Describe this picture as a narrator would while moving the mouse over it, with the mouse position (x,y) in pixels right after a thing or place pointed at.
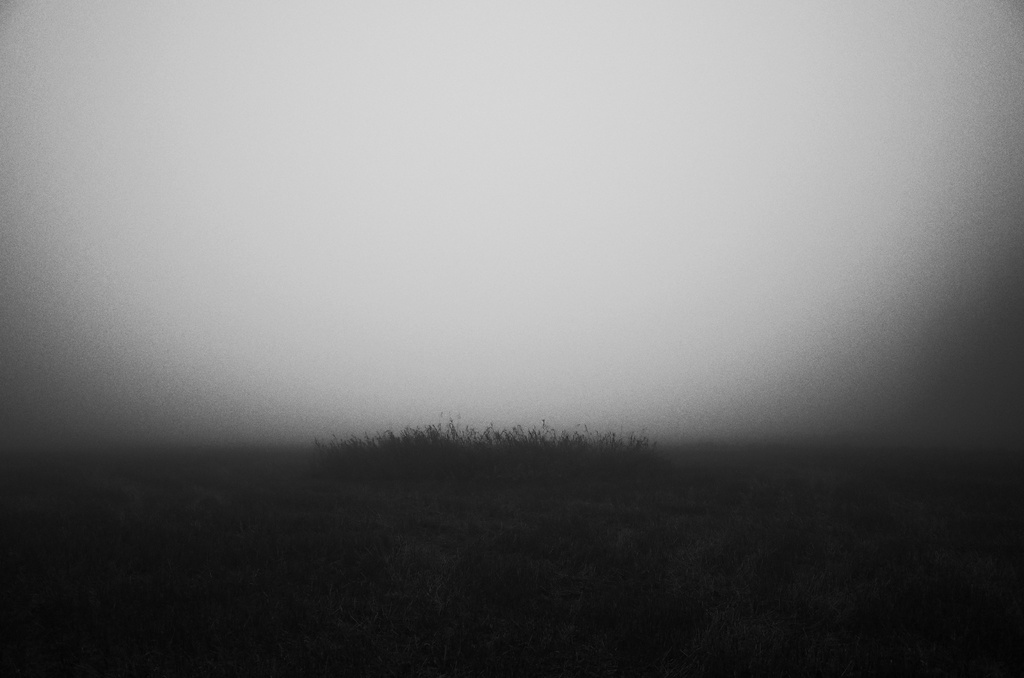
In this image I can see grass (502,469) and the sky (498,387). This image is taken may be in the evening.
